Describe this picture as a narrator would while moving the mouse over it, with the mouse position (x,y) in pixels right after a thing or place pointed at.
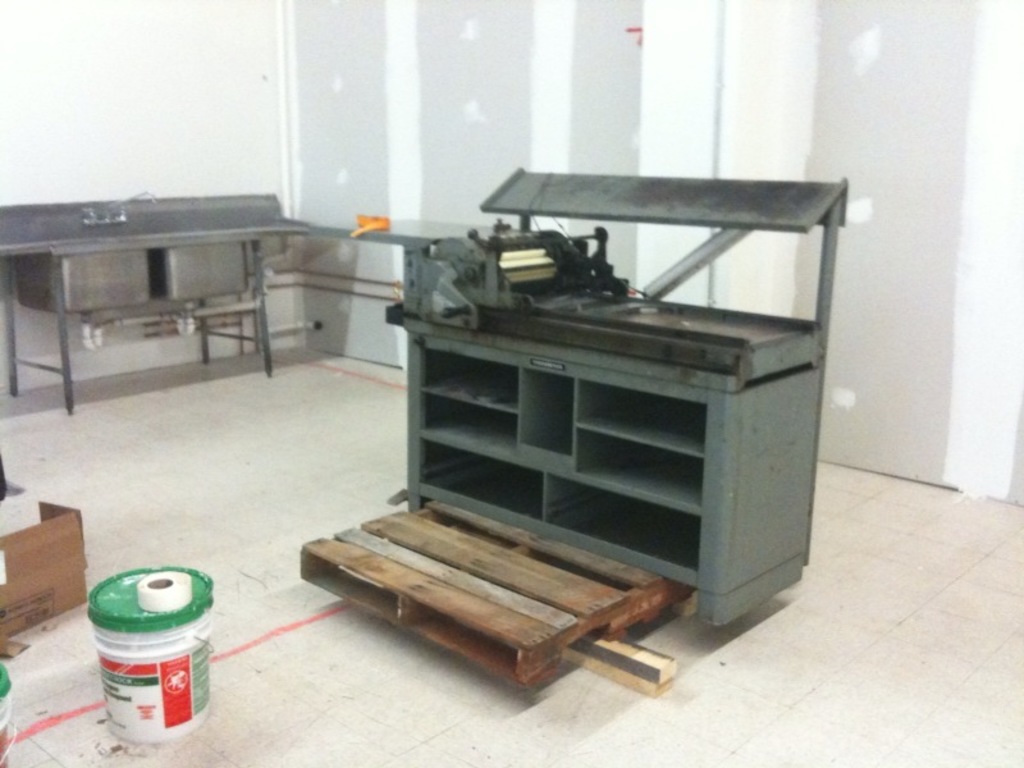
In the foreground (181,665), I can see a carton box (23,569), plastic boxes (204,586), wooden objects (563,579) and tables (556,447) on the floor (1006,564). In the background (47,51), I can see a wall (315,163). This image taken, maybe in a hall (271,592).
